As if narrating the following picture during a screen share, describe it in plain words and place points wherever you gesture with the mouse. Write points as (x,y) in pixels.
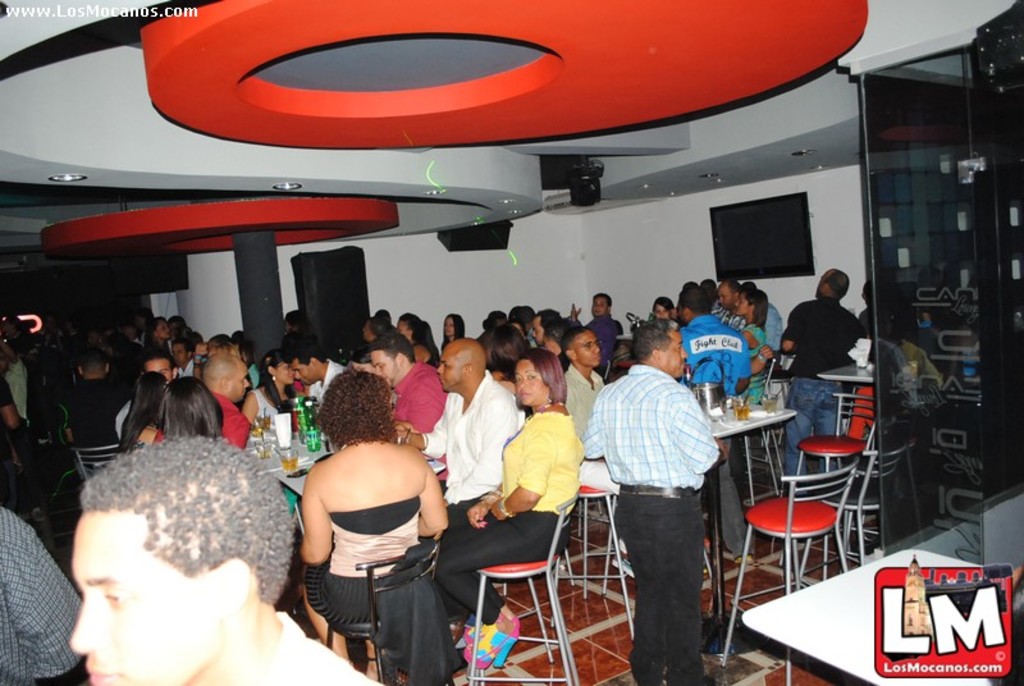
This is a picture in a room (326,449), in this picture there are so many people (195,368). Some people (457,469) are sitting on the chair (539,570) and some are standing on the floor (603,661). This is a table (748,424) on the table (733,421) there are drinks (746,408). Background of this people (464,371) is a white wall (526,261) and the roof (251,48) is in white and red color. This is a watermark (910,621).
